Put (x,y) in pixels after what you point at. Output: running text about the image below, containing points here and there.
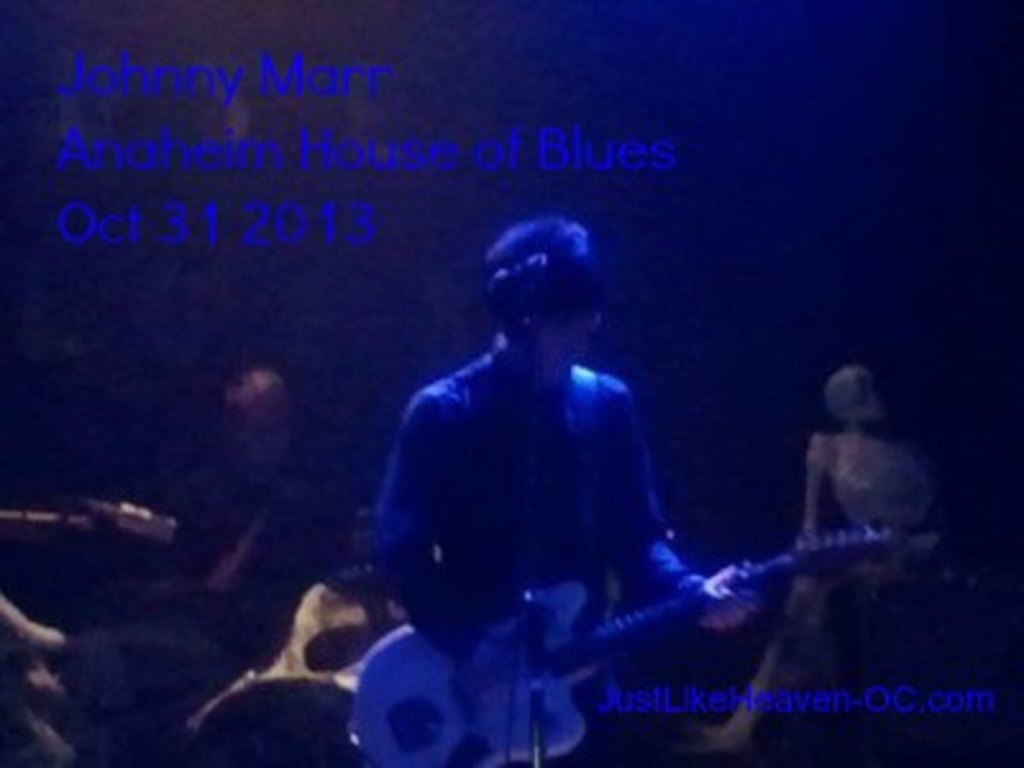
In this image there are people (417,556) playing musical instruments (395,667), on the top left (264,237) and bottom right (949,689) there is text (966,697), in the background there is a skeleton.
